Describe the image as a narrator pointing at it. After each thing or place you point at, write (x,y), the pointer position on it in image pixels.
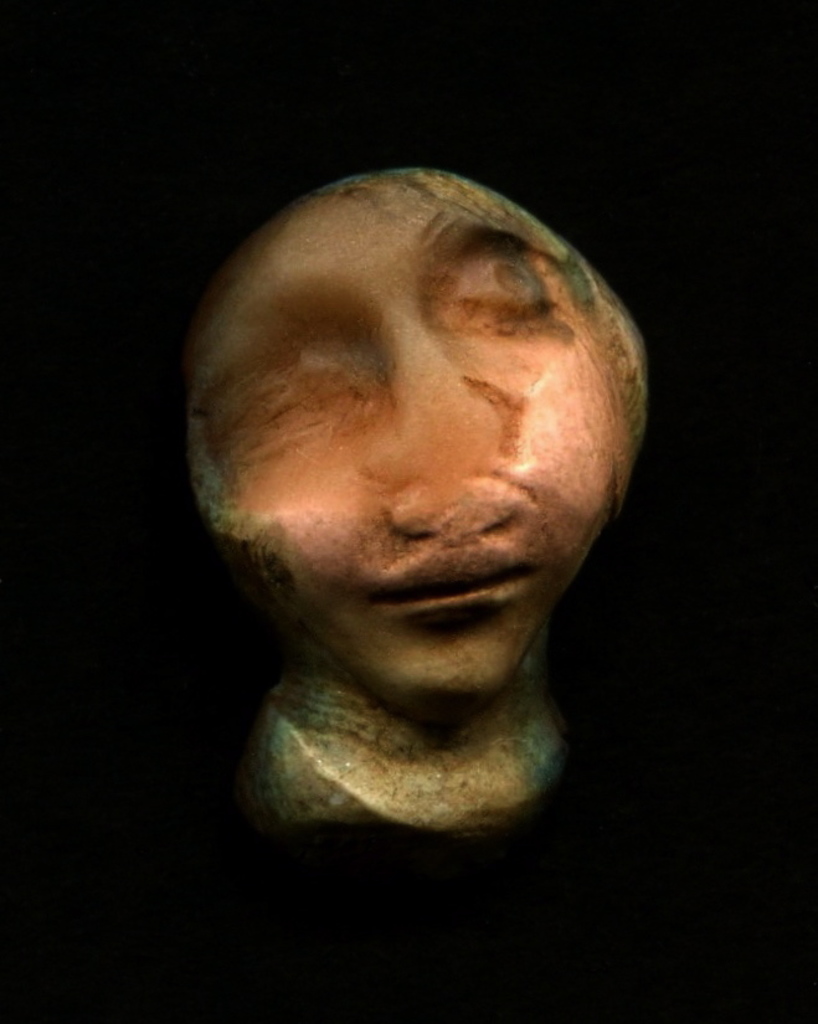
This picture is consists of a bust (363,616) in the image.
